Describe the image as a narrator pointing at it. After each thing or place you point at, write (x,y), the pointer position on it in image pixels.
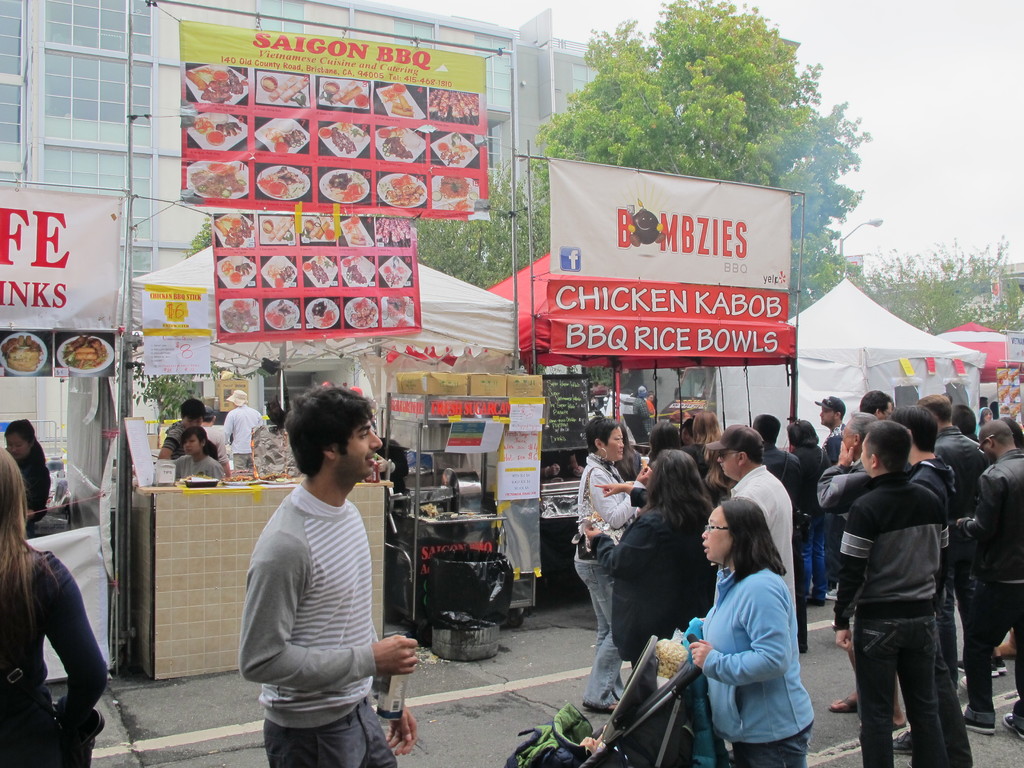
This picture is clicked outside the city. At the bottom of the picture (788,534), we see people (833,596) standing on the road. In the middle of the picture (358,481), the man (308,539) in grey and white T-shirt (322,620) is holding a water bottle (397,698) in his hand (410,656). Beside him, the woman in the blue jacket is holding a baby trolley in her hands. Behind him, we see stalls (463,469). People (232,436) are standing under the white tent (442,315). There are tents (426,297) in white and red color. We see banners (234,155) in red, white and yellow color with some text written on it. In the background (156,149), we see buildings (181,229), trees (599,120) and street light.
